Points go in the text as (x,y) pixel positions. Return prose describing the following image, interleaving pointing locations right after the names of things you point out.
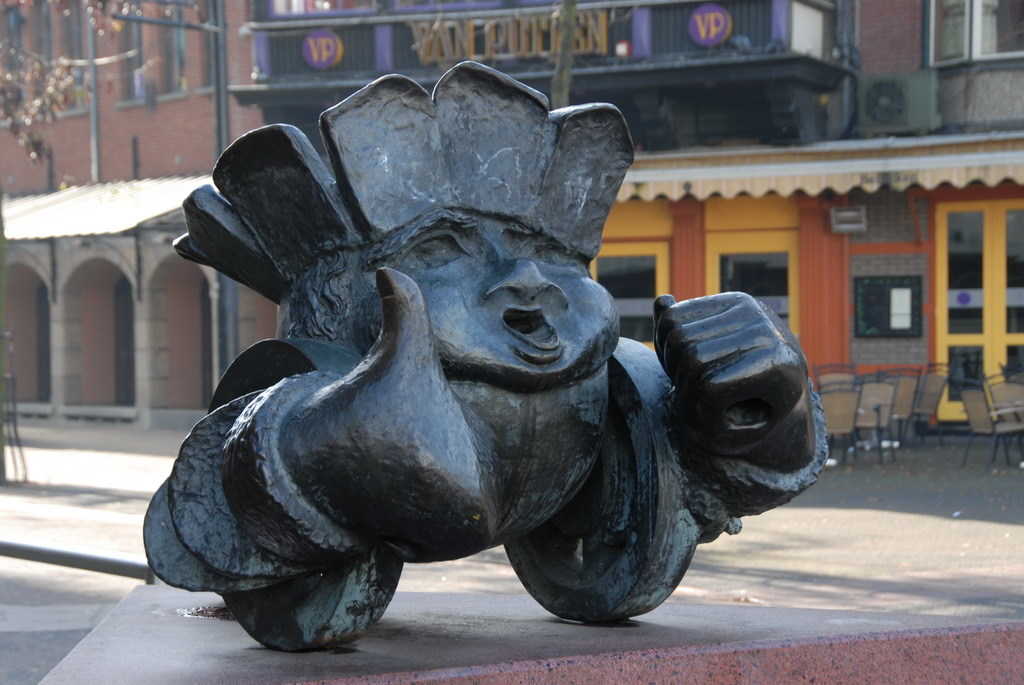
In this picture we can see a sculpture (669,373) on the platform (470,626) and in the background (1006,392) we can see chairs (928,376), buildings (128,160) with windows (124,96), sun shades (747,178) and some objects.
